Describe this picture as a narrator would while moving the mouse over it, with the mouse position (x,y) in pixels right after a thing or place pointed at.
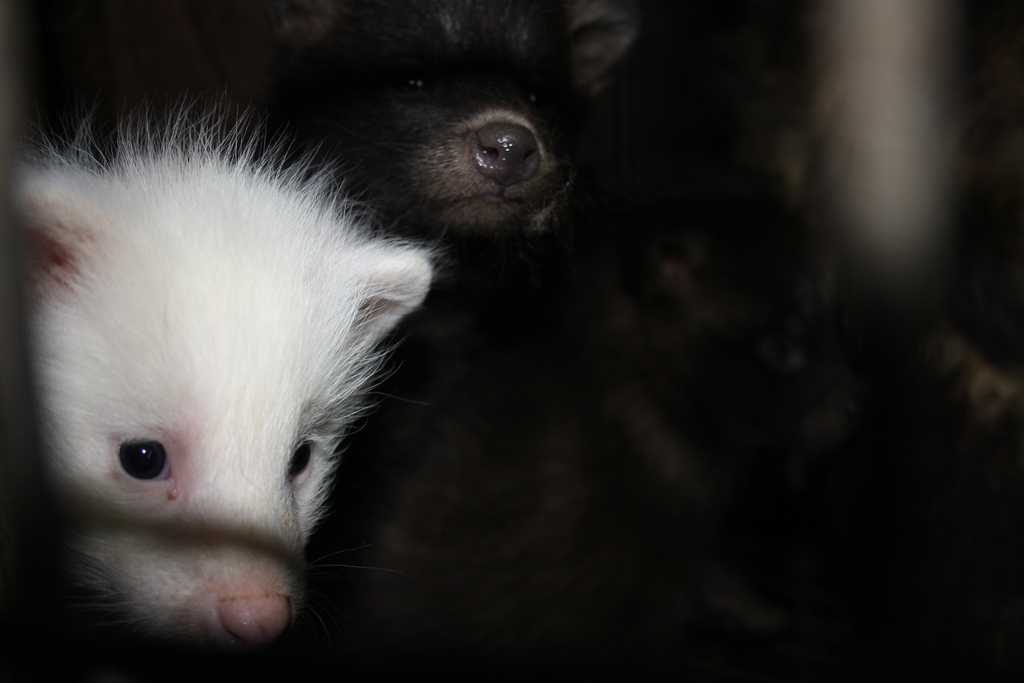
In the picture I can see animals (317,424). These animals (296,263) are white and black in color. The background of the image is dark.
